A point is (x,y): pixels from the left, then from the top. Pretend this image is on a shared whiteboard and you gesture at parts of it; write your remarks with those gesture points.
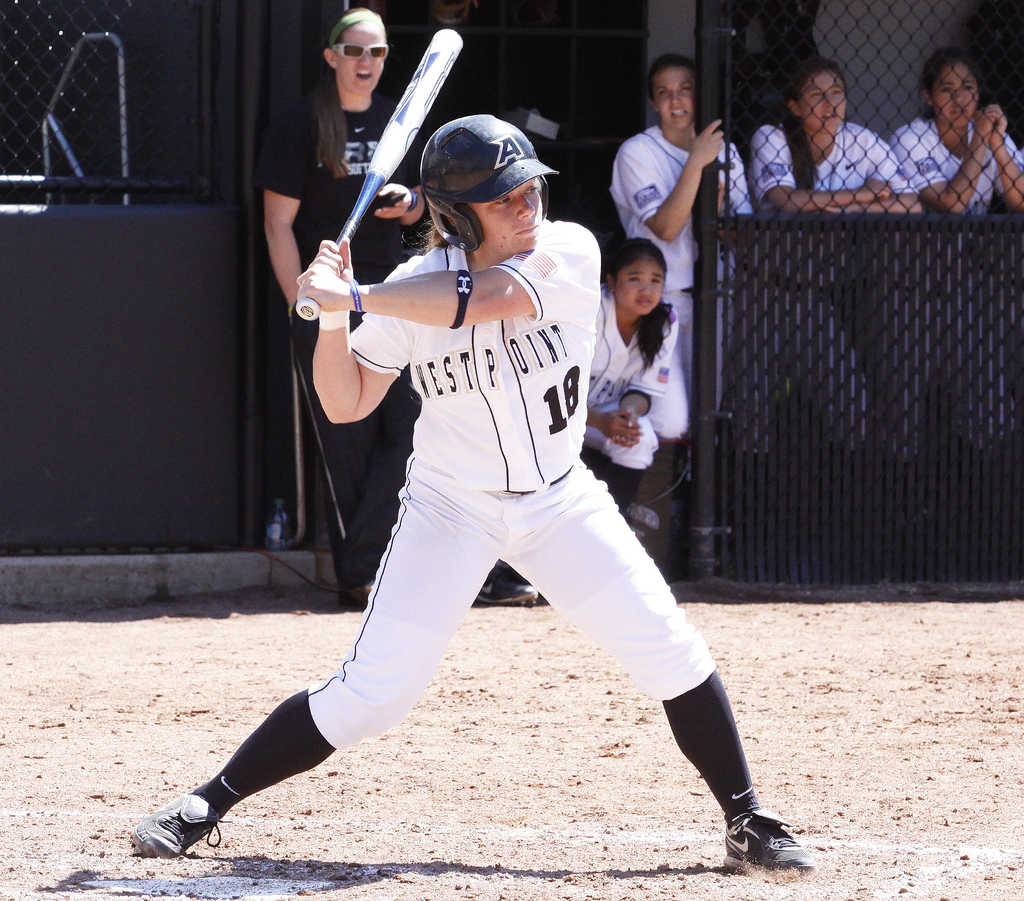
In this picture we can see a person (435,374) wearing a helmet (470,173) and holding a bat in the hands (341,290). This person (498,488) is standing on the ground (430,763). We can see a stand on the left side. There is a fence (152,107). We can see a few people (964,60) through this fence (797,327).
